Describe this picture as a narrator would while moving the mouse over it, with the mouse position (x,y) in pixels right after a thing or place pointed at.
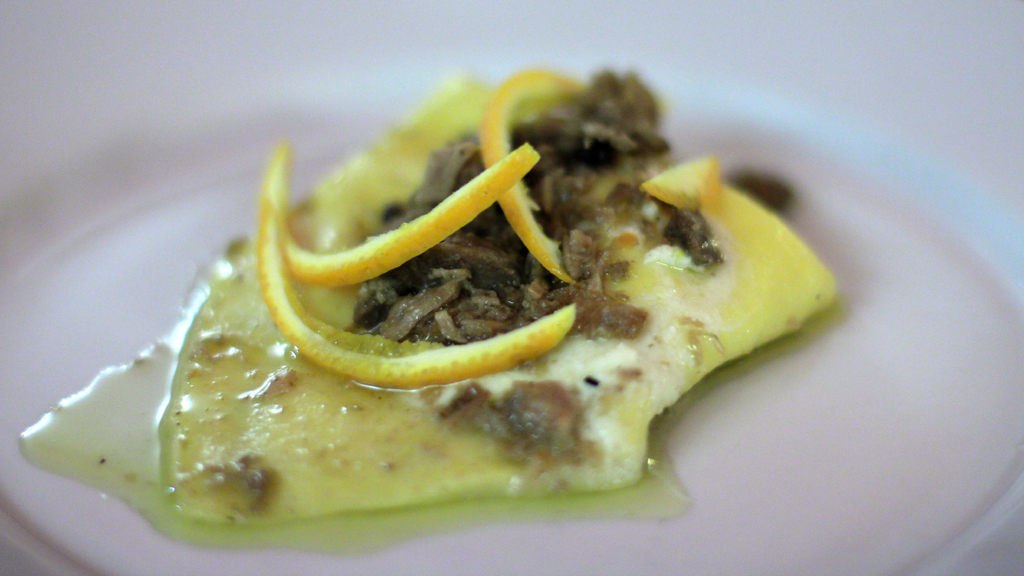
In this image, we can see some food (411,283) on the blur background.
